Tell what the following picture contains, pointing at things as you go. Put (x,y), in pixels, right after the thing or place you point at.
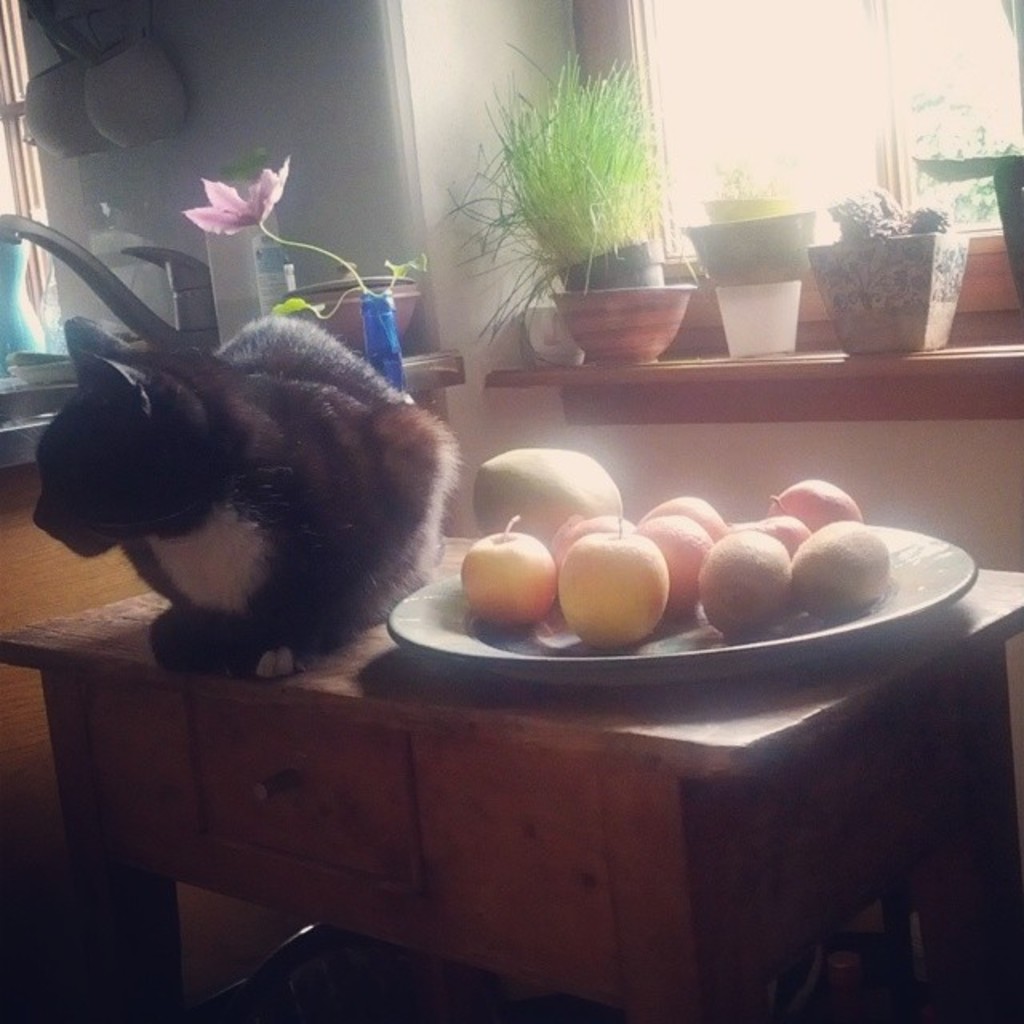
In this image we can see a cat (418,519) and a plate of fruits (512,618) on a table (259,767). Behind the cat (106,509), we can see a wall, window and few flower pots (777,321) on a rack (827,357). In the top left (135,77), we can see few objects (45,95) on the wall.
